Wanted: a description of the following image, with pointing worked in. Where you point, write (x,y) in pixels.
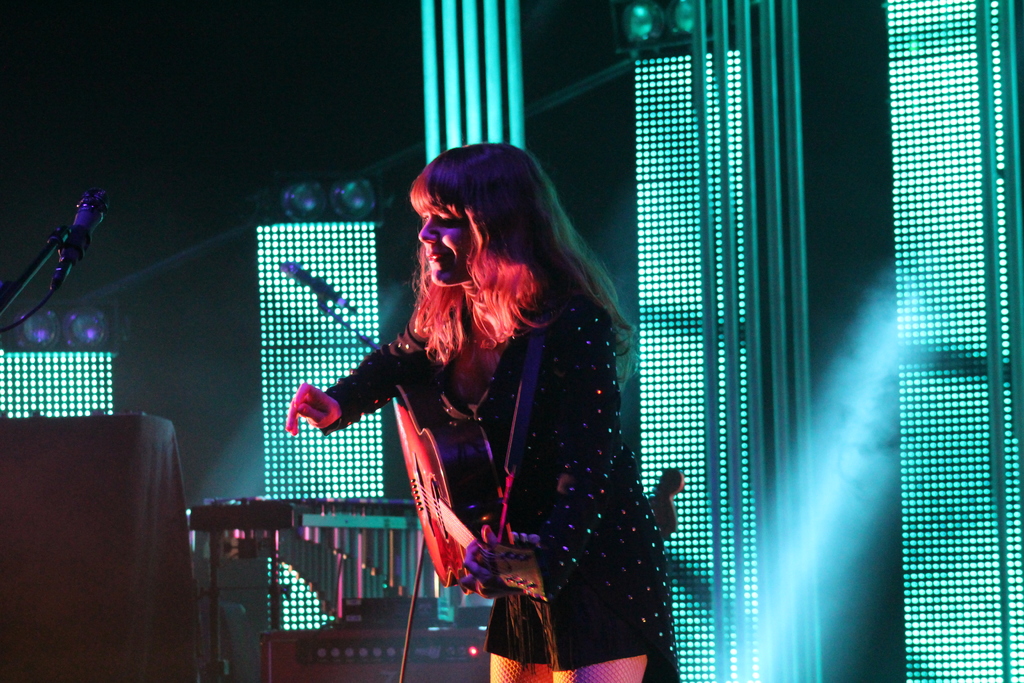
In this image we can see there is a girl (483,409) standing and playing a guitar (463,489), in front of her there is a mic (81,241), beside her there are few musical instruments (294,555). In the background (285,187) there are colorful lights (723,235) and focus lights (340,188).
